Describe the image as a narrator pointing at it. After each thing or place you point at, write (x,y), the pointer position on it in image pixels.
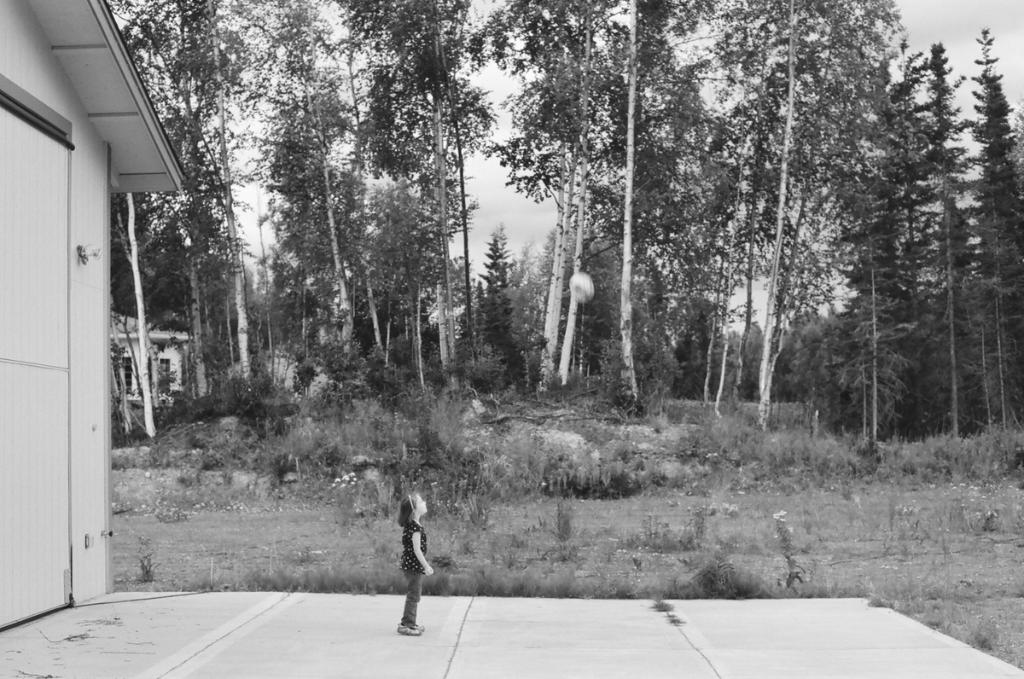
This is a black and white image. In this image we can see there is a little (405,520) girl standing on the ground (386,618). On the left side of the image (84,351) there is a house (17,312). In the background (354,197) there are trees (724,268), grass (431,421) and sky (973,142).
